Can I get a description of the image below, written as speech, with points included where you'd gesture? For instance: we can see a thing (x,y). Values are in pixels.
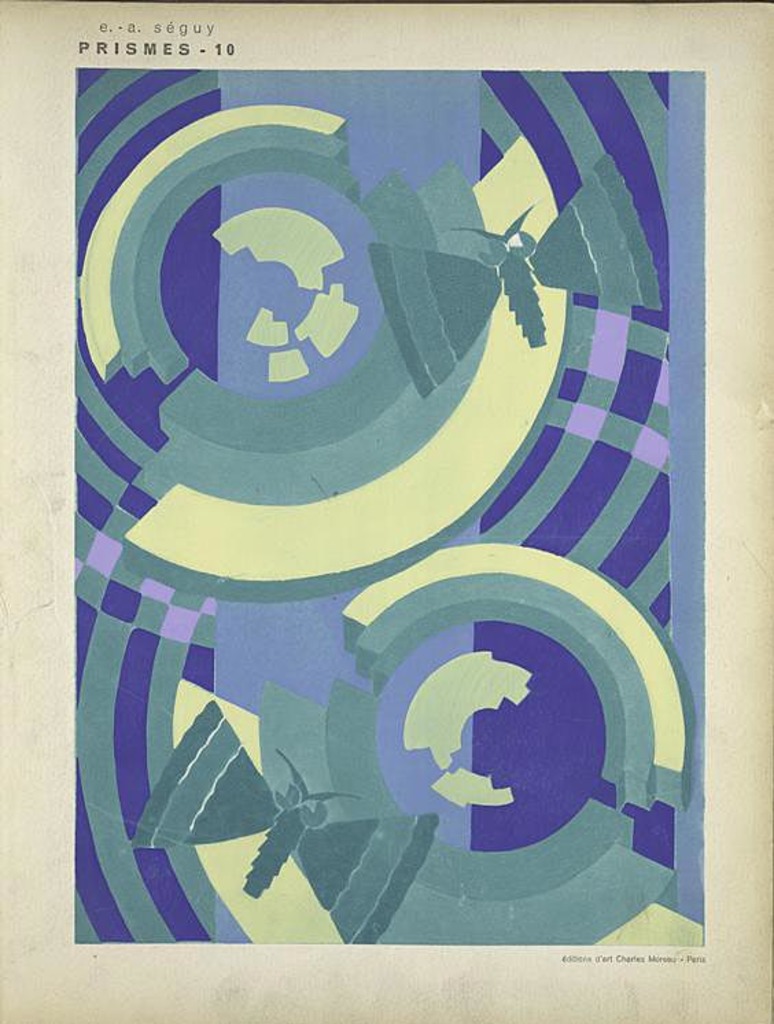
In this image I can see the painting (311,353) which is cream, green, blue and purple in color on the cream colored surface (73,624). I can see few words (149,52) written to the top of the image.
